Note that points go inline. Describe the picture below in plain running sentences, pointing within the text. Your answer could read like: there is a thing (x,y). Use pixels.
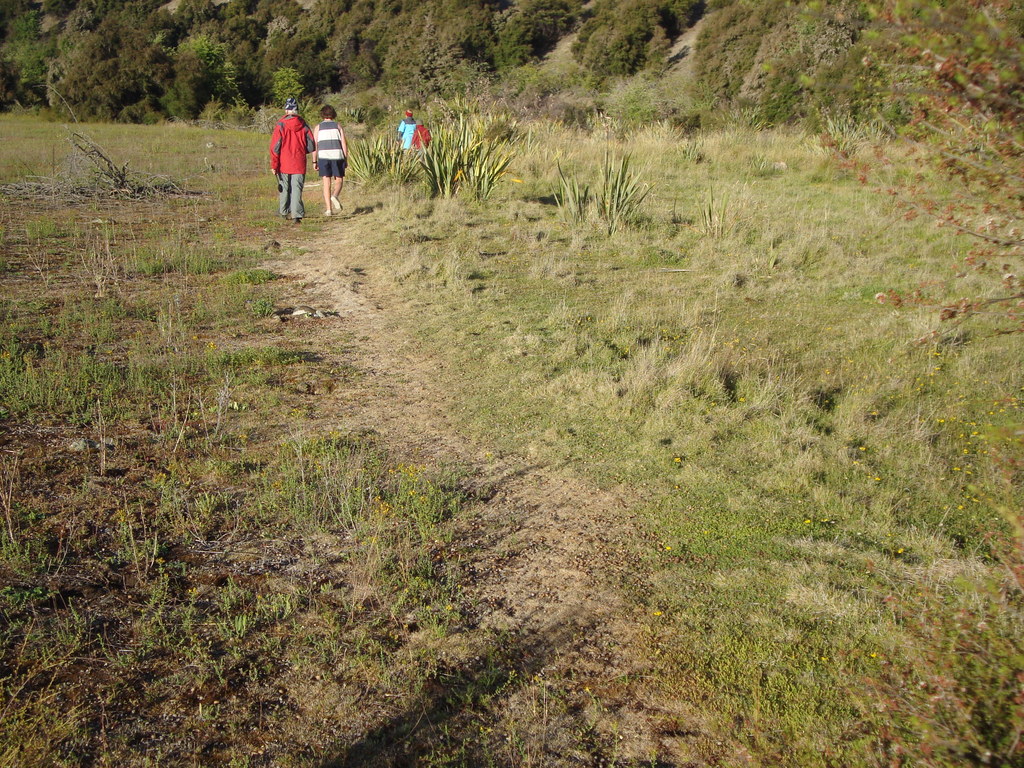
In this image we can see three people (403,138) walking on the ground (358,197), there are some plants (441,133), trees (408,85), and the grass (820,197).
